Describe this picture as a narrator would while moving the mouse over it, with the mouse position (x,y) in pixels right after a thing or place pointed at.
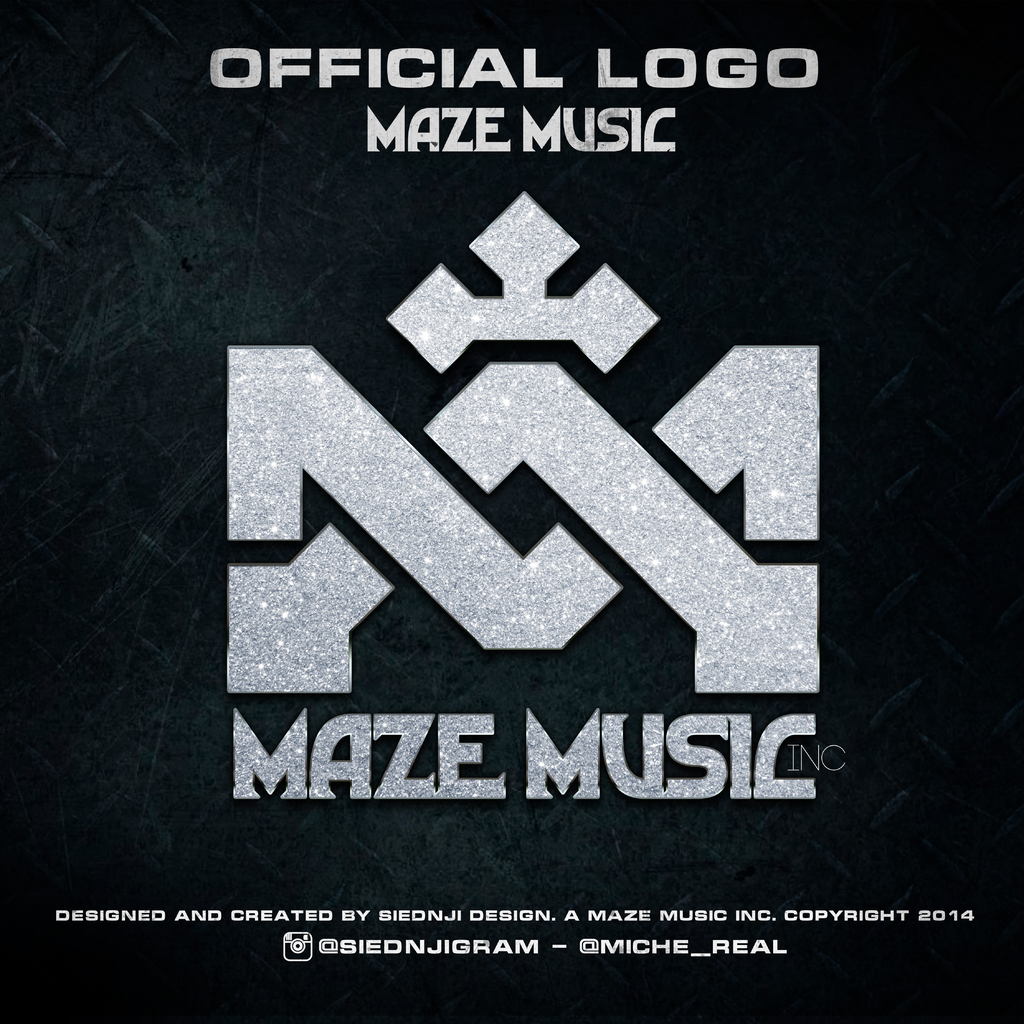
This picture consists of text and logo (759,786), background (859,688) is black.
